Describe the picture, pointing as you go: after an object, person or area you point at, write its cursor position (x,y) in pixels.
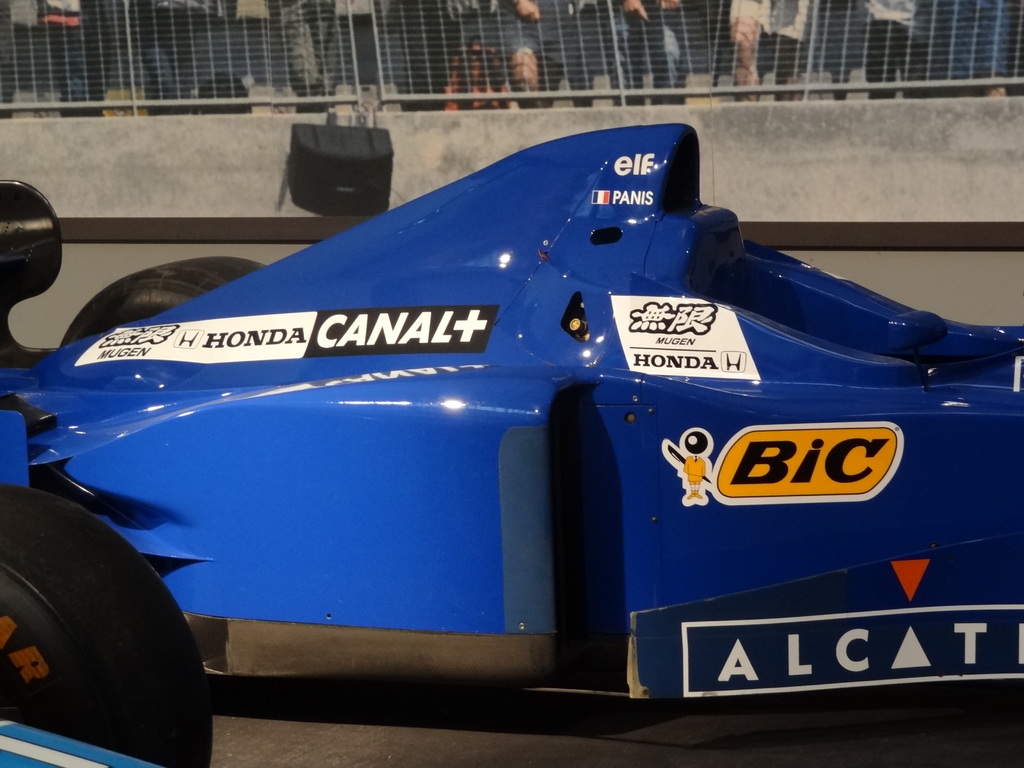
Here we can see a vehicle (637,565) on a platform (854,757). In the background (383,193) there is an object (383,193) on a wall (450,174) and few persons (474,43) are standing at the fence (617,34).
